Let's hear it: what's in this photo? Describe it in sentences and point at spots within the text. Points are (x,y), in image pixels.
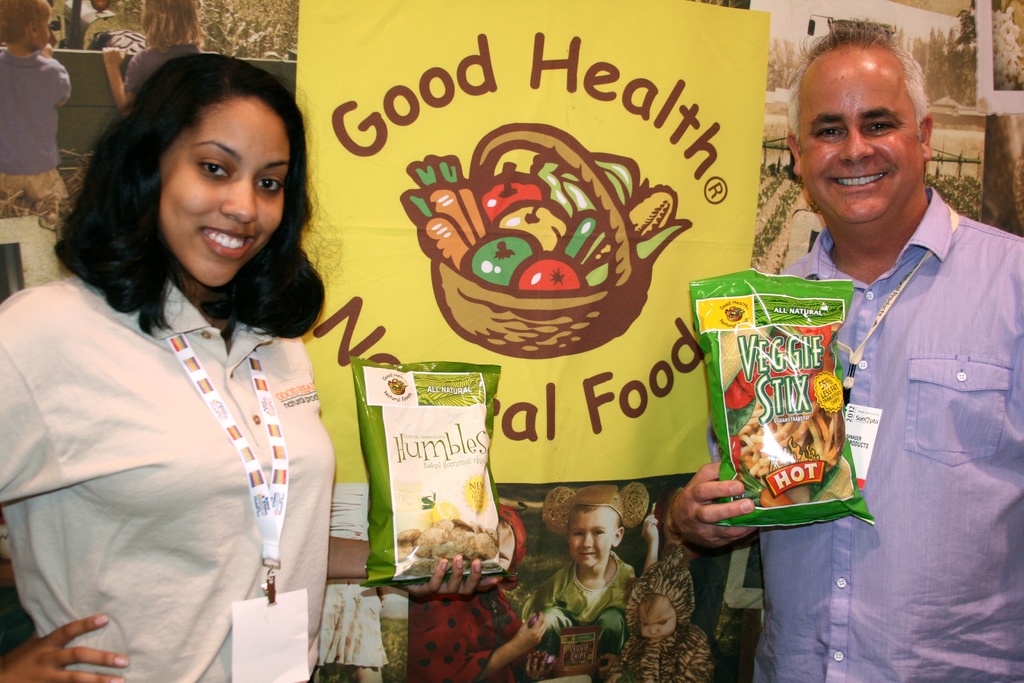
In this image I can see two people (215,471) standing and holding something. Back I can see the yellow banner (541,84) and something is written on it.
